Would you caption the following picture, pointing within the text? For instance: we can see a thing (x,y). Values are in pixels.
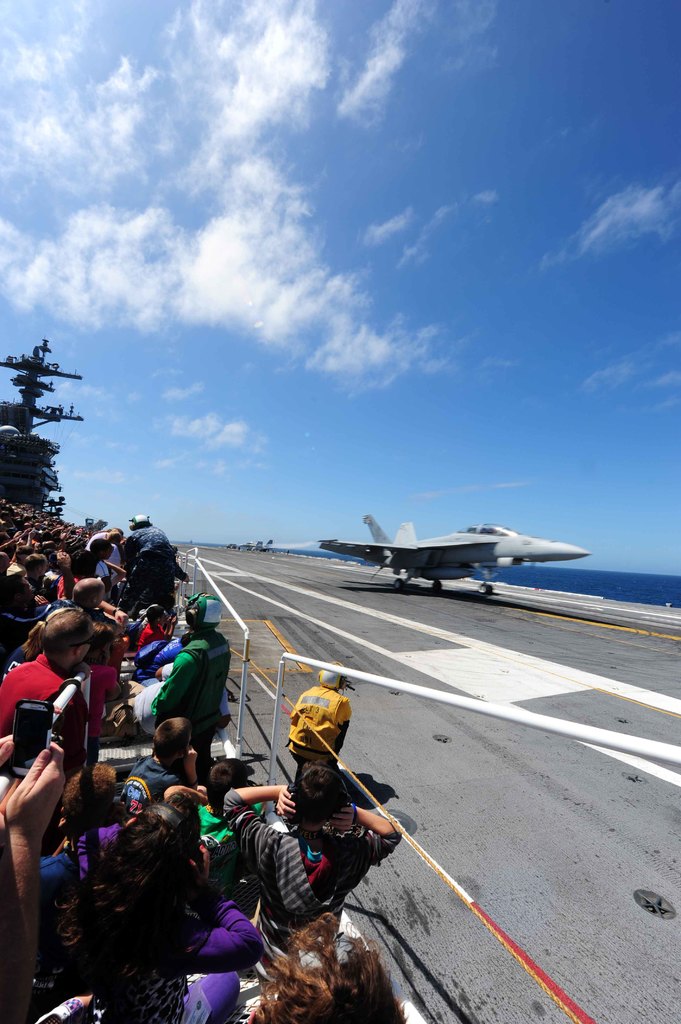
In this image I can see the runway (373,621), few aircrafts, the railing (277,691) and number of persons (218,671). I can see a person (331,754) wearing yellow colored dress (331,697) is standing on the runway (355,733). In the background (91,447) I can see a huge ship (43,386) and the sky (317,315).
